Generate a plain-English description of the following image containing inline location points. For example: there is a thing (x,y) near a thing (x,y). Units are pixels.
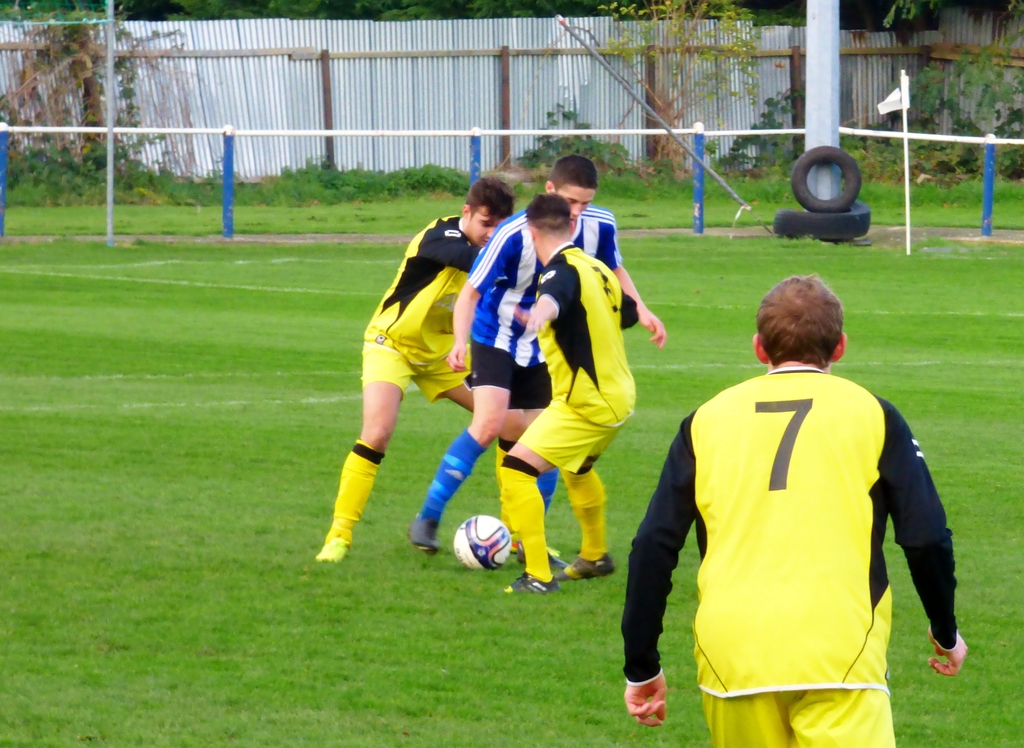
In the center of the image (454,319) we can see persons (587,465) playing on the ground (458,522). In the background (804,164) we can see flag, tyres (846,204), pole (809,95), trees (15,5) and fencing (288,78).
